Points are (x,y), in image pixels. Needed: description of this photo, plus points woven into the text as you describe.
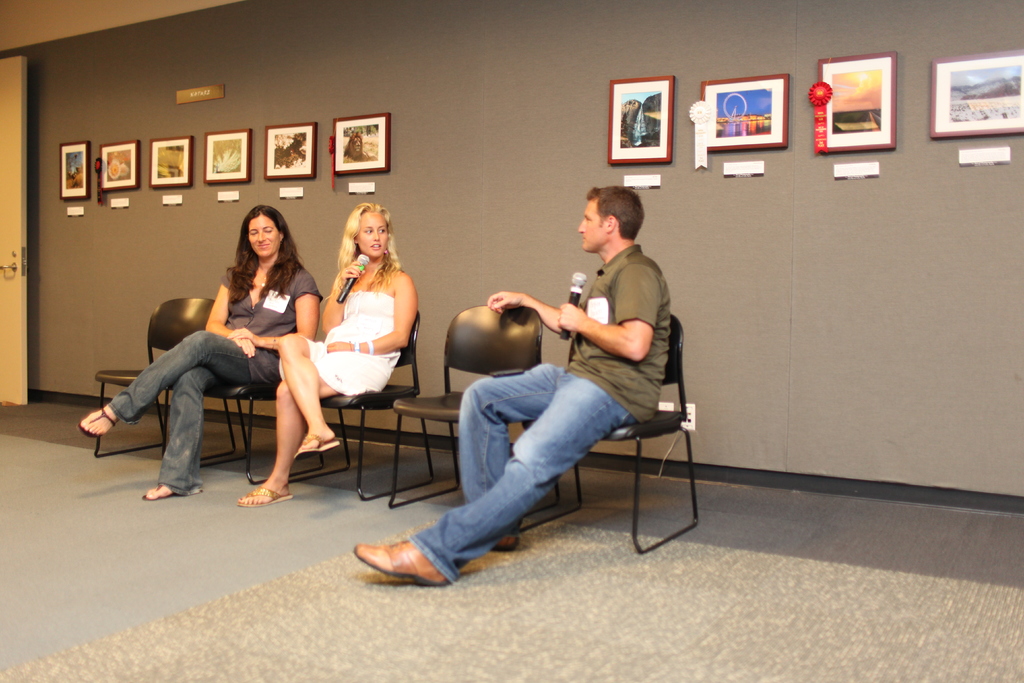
In this picture there is a man (495,305) and two women (238,363) sitting one of them is smiling and another one is speaking to the man (537,303). This woman (384,291) is holding a microphone (346,295) with her right hand (360,274) and this man (635,338) is holding his microphone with his left hand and there are some empty chairs (168,321), there is a door (20,77) in the left (20,91) and in the background (394,44) there is a wall (696,99) with some photo frames (748,143) placed on it and the floor (84,551) has a carpet (472,616).
